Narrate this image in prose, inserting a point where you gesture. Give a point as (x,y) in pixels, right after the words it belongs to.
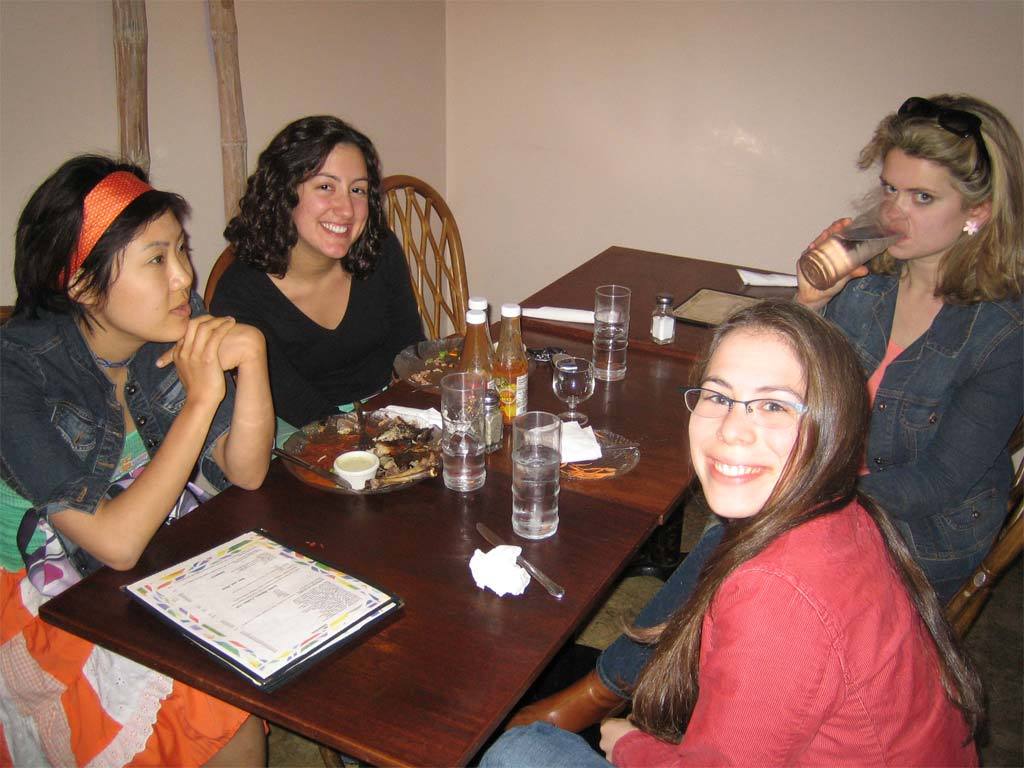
There are four women (972,745) sitting on a chair (994,581). These two women (285,362) are having a pretty smile on their face (310,177). The woman (856,331) on the right (821,236) is drinking water (831,270) and the woman (39,715) on the left side (11,700) is staring at someone. This is a wooden table (419,496) where a glass (607,371) of water (523,457) and a plate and a menu card (305,607) is kept on it.
